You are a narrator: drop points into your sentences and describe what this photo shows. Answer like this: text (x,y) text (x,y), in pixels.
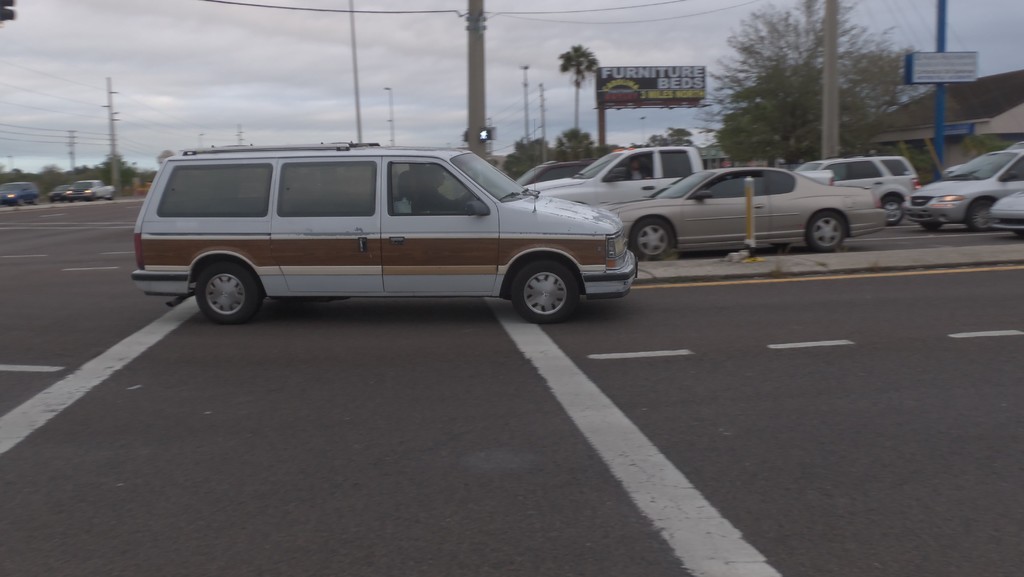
In this image we can see so many cars (536,218) are moving on the road (273,457), behind the car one banner (670,73), poles (476,144) and trees (780,88) are present.
